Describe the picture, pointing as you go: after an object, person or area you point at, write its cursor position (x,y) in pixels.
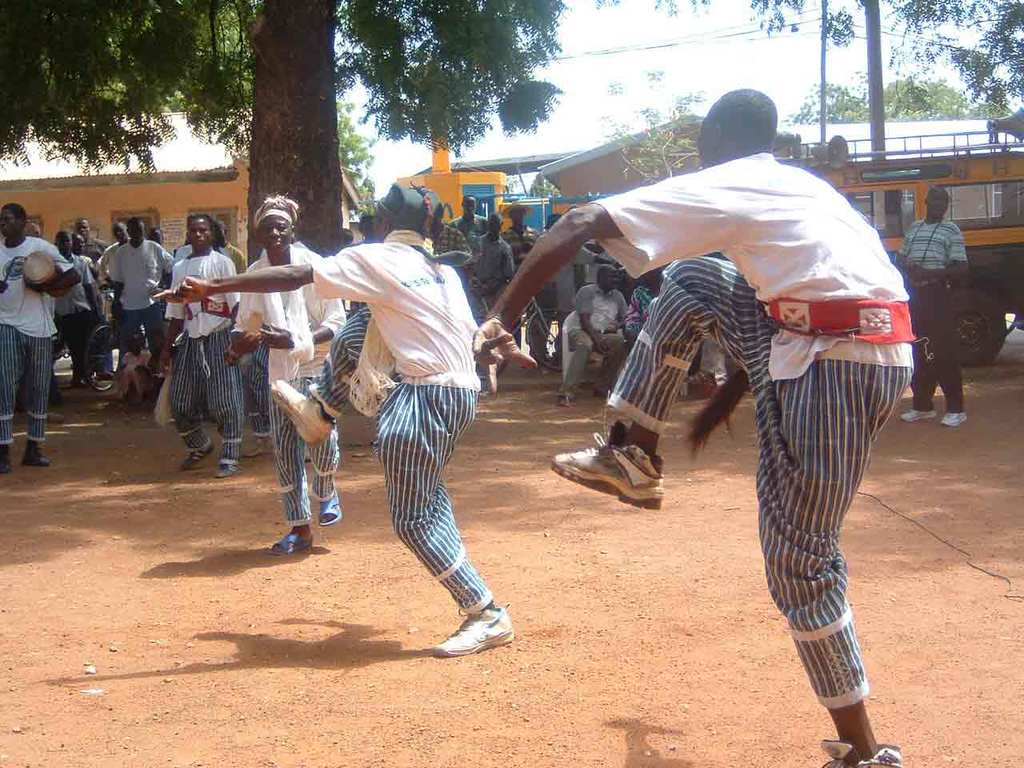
In this image we can see there are few persons (655,482) dancing, few persons (580,311) are sitting on the chair (569,319) and few persons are standing and holding an object (30,267). And there are buildings (541,169), vehicles (530,197), trees (398,33) and the sky (784,89).
